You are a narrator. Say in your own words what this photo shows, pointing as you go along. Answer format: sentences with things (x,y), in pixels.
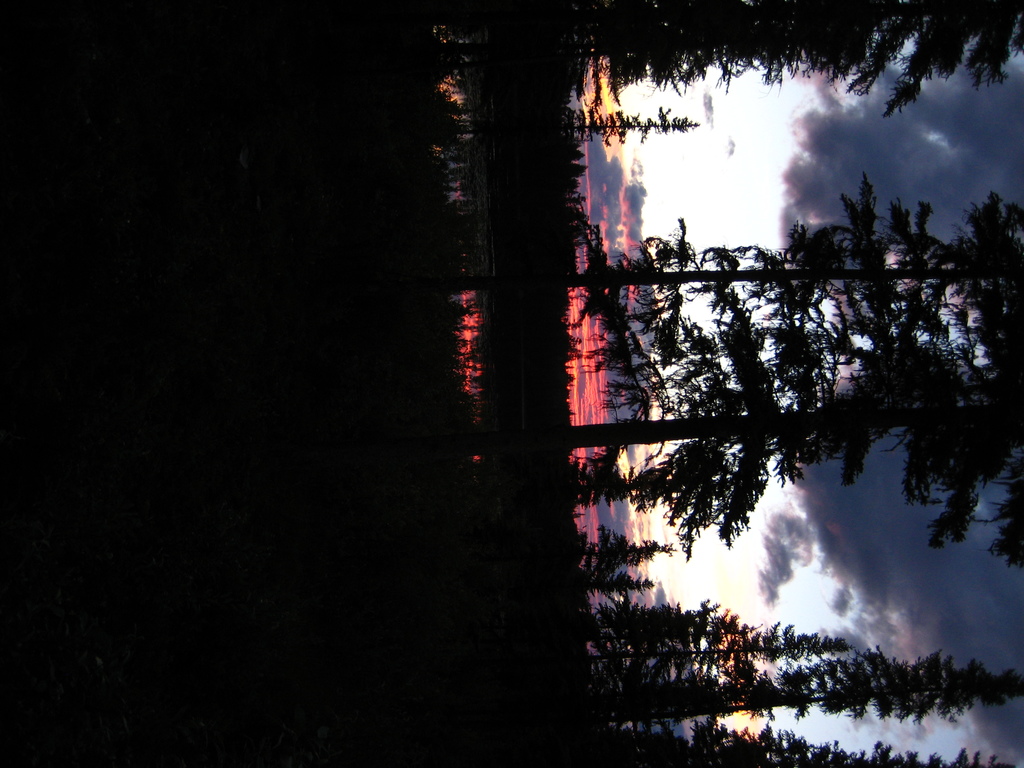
This is an inverted image. On the right (751,469) we can see there are many trees (729,271). The sky (918,507) is cloudy.
